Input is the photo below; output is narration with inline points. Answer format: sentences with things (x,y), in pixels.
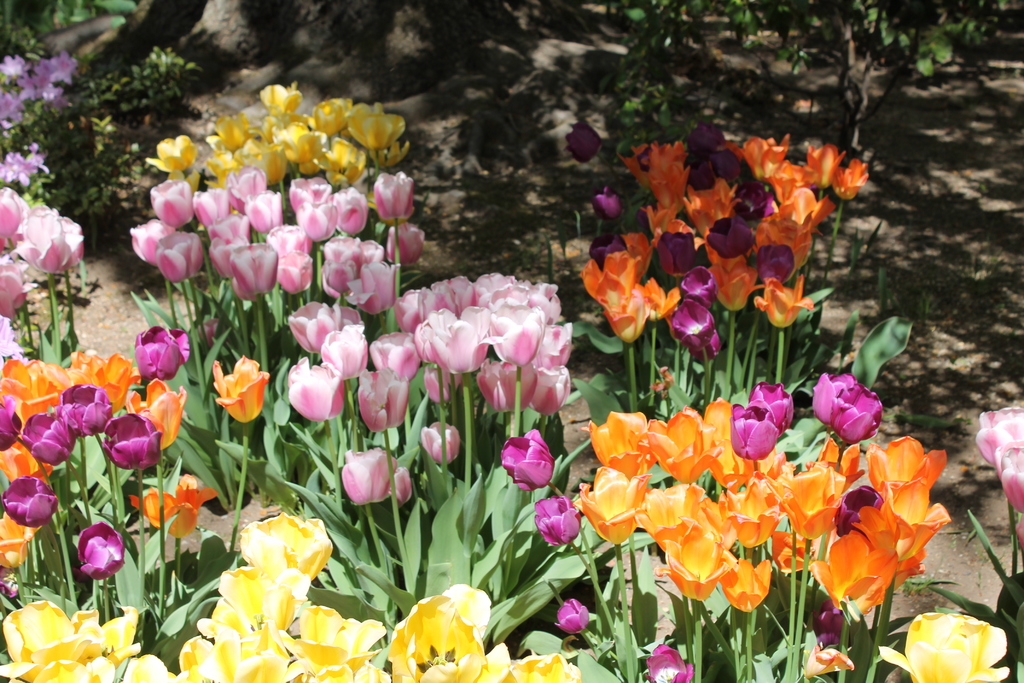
In the picture i can see some flowers (733,463) which are in different colors like yellow, pink, orange and in the background of the picture (52,106) there are some plants (95,84).
